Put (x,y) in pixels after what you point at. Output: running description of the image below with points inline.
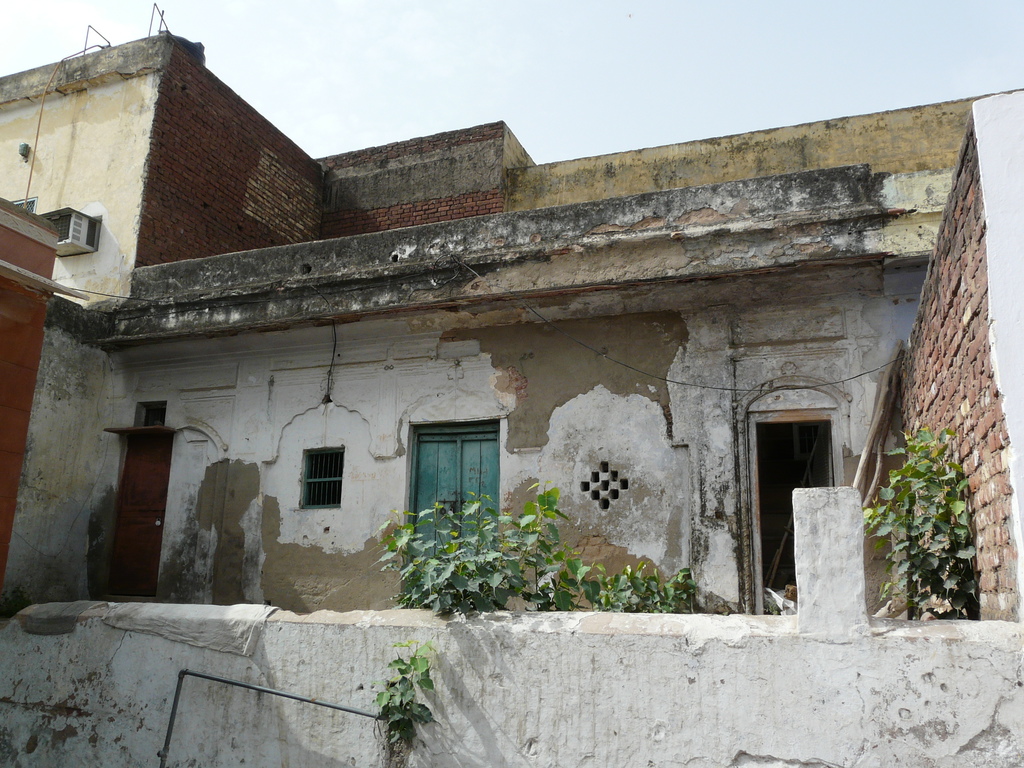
This picture might be taken from outside of the house (327,436). In this image, in the middle (494,507), we can see some plants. In the background (302,327), we can see a building (679,372), doors (133,502). On the right side (930,375), we can also see a brick wall (970,469) and a plant (946,586). On the left side (97,243), we can see air conditioner (75,236). At the top (469,70), we can see a sky (367,104), at the bottom (222,725), we can see a wall (1003,732).
